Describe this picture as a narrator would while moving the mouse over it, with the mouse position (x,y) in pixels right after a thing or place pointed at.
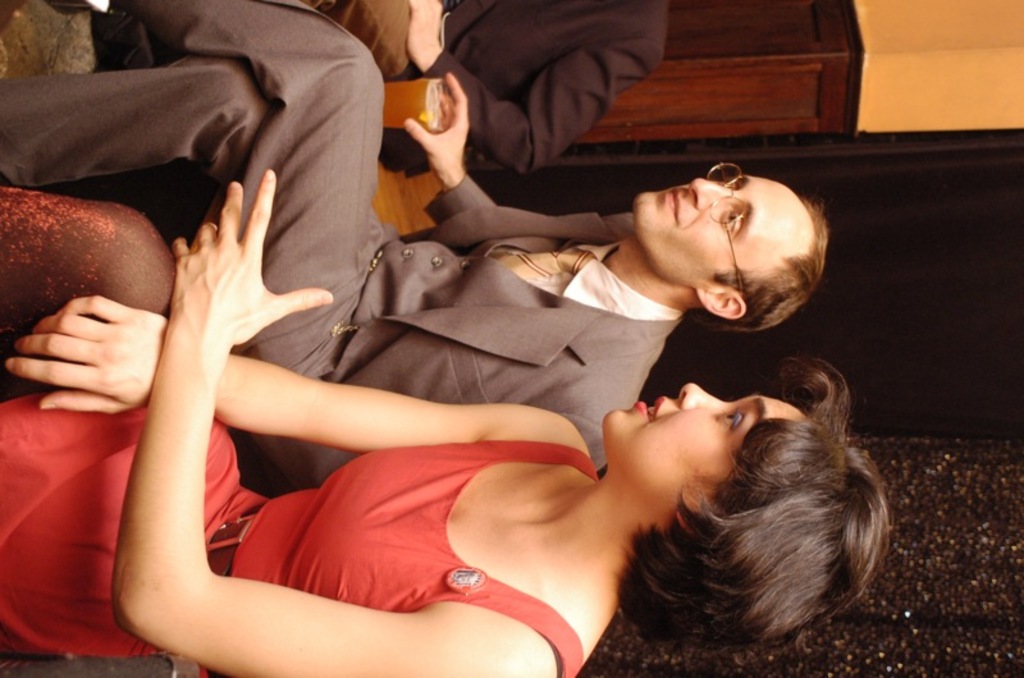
In the center of the image (469,293) we can see two people (384,438) are sitting and they are smiling, which we can see on their faces (605,440). And we can see the man (422,297) holding one glass (403,124). In the background (779,175) there is a wall (880,43), one person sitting and a few other objects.
